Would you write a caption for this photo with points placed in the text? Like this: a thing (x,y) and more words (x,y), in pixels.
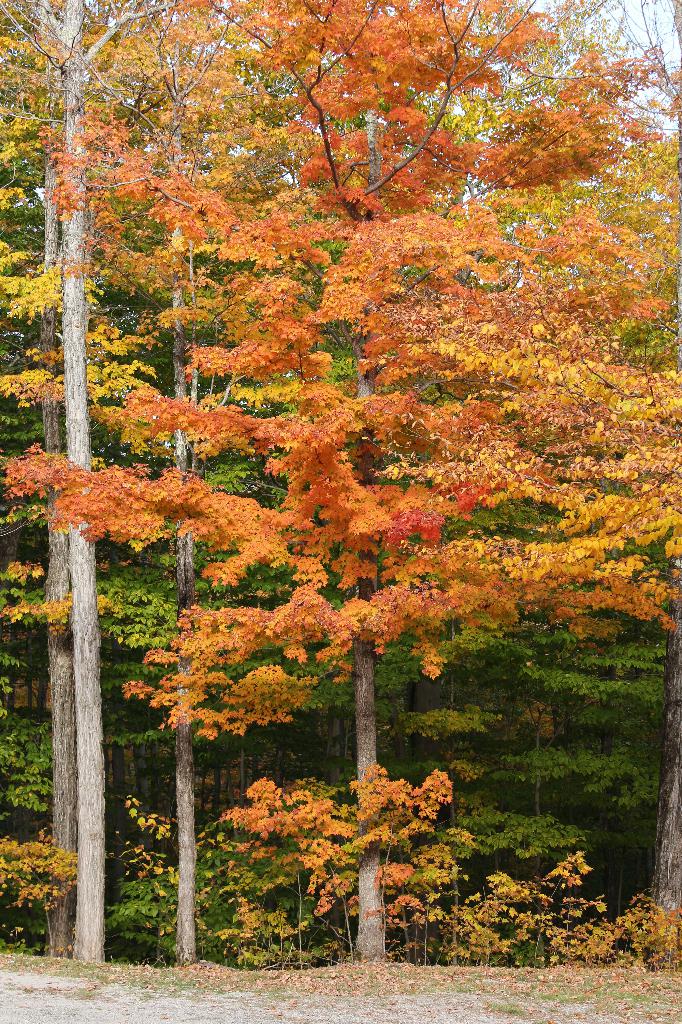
In this image there is the sky (636,13) towards the top of the image (590,25), there are trees (250,450), there are plants (313,875), there is ground (278,978) towards the bottom of the image (267,1007).
